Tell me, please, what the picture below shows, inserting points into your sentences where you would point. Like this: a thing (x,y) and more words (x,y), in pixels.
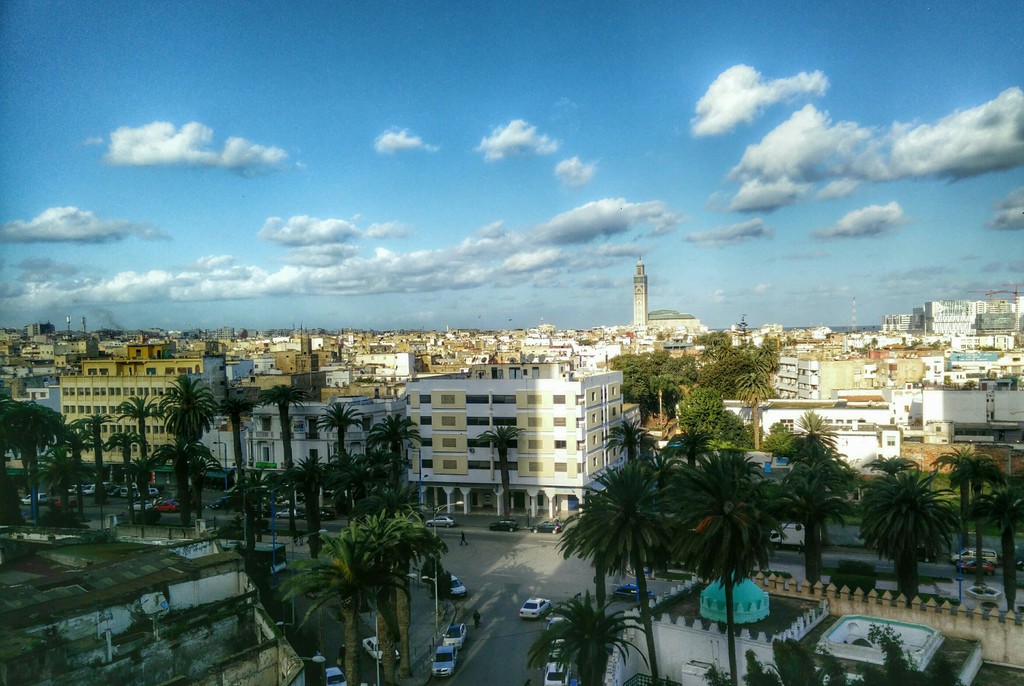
There are cars (540,612), trees (429,550) and buildings (94,404) are present at the bottom of this image (664,510) and the cloudy sky (623,285) is at the top of this image (376,149).
